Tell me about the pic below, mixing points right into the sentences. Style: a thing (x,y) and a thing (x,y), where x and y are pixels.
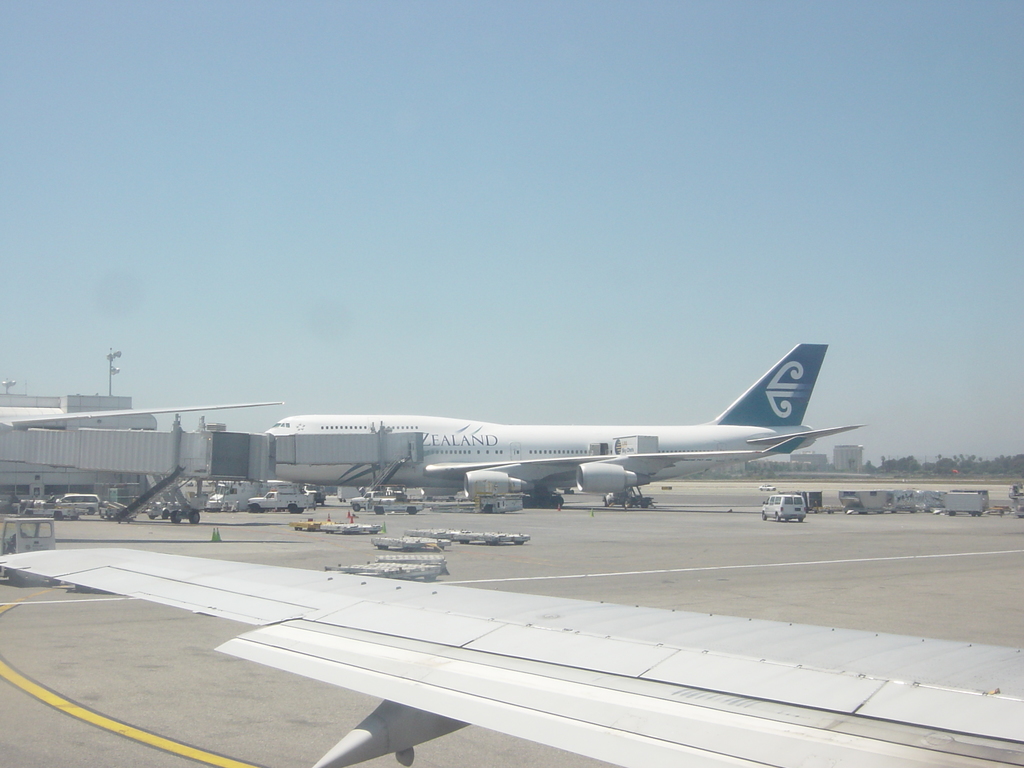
This picture is clicked outside. In the center (351,471) we can see the aircrafts (540,457) and we can see the group of vehicles (3,534). In the background (449,137) we can see the sky (534,290), buildings (858,452), trees (780,466) and some other objects (69,465).
